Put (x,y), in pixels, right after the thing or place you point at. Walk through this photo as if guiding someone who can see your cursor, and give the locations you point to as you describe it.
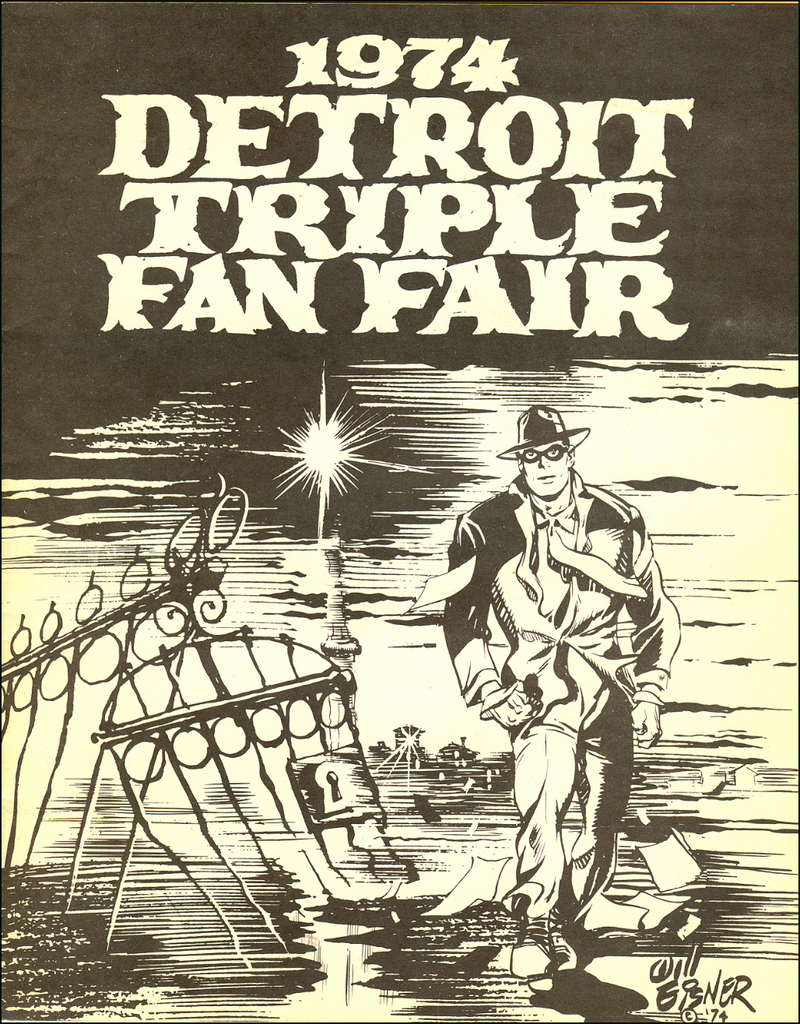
This is a picture of a poster (165,146). In this picture we can see objects (323,851), numbers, letters (411,246) and we can see a man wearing a hat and goggles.
